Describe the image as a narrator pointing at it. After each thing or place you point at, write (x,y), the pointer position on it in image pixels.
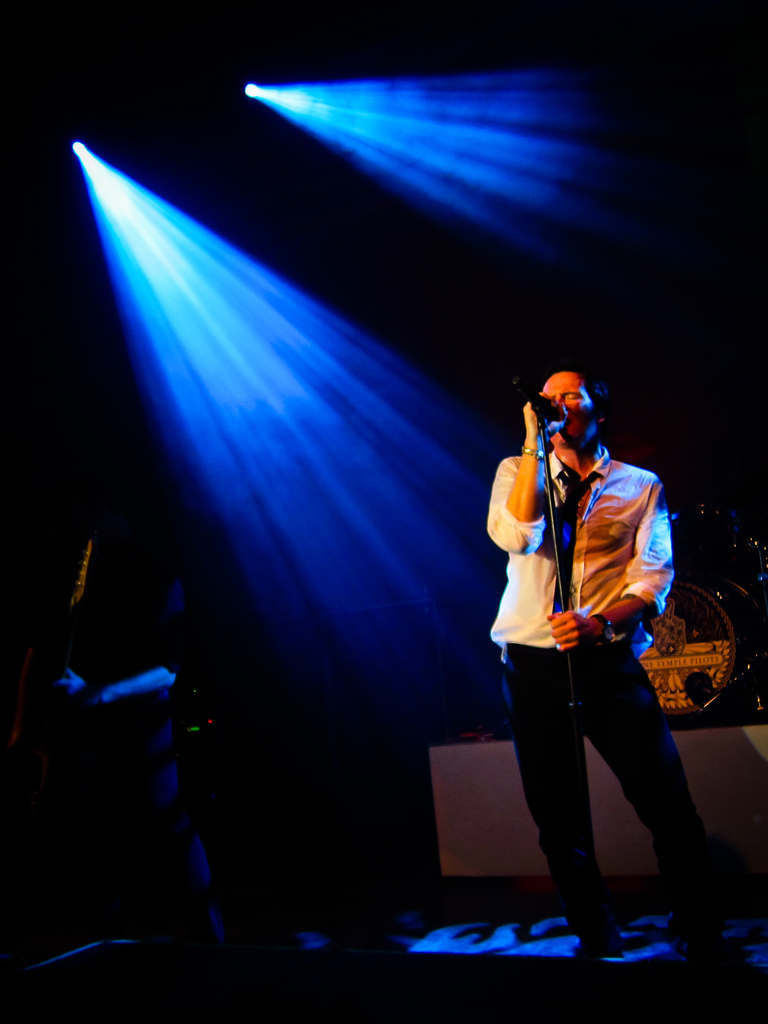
In the image there is a man (590,438) standing and singing a song, the background of the man (533,480) is dark and there are some objects (684,628) behind him and there are two lights (346,139) focusing on the man (567,452).
